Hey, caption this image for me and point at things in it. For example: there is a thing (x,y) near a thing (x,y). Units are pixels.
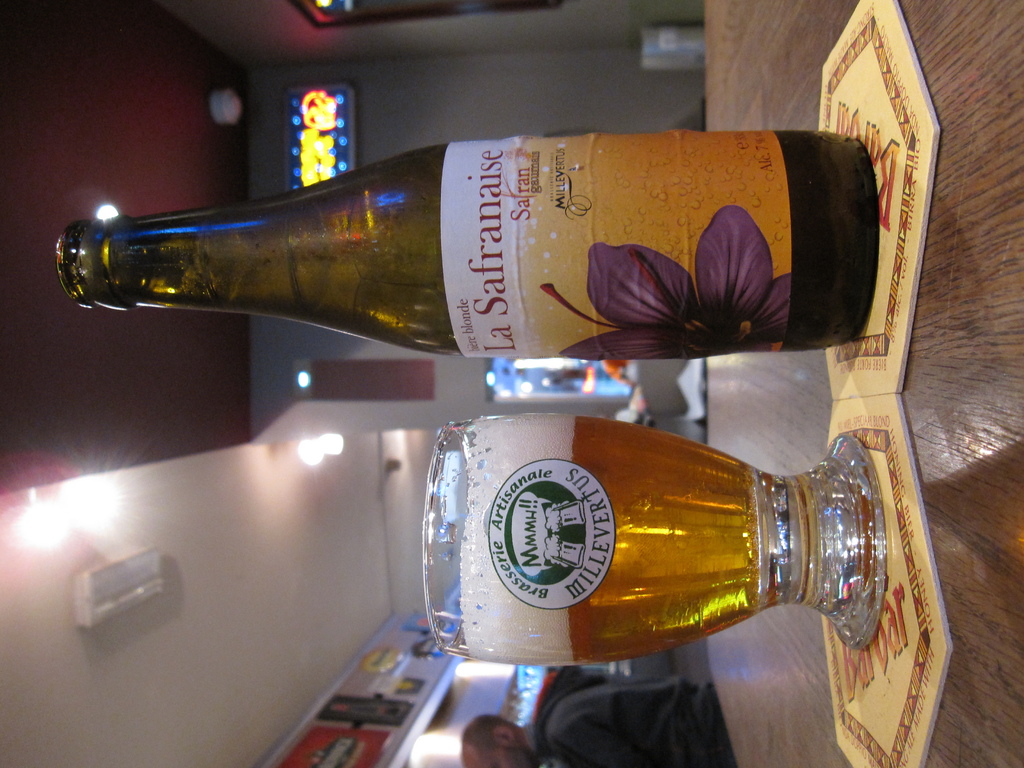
In this image we can see a glass of beer (671,583) and also the bottle (713,198) on the wooden table (936,749). In the background (590,752) there is some person (565,719), lights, ceiling (185,529) and also the display meter (343,135) attached to the wall (486,79).
